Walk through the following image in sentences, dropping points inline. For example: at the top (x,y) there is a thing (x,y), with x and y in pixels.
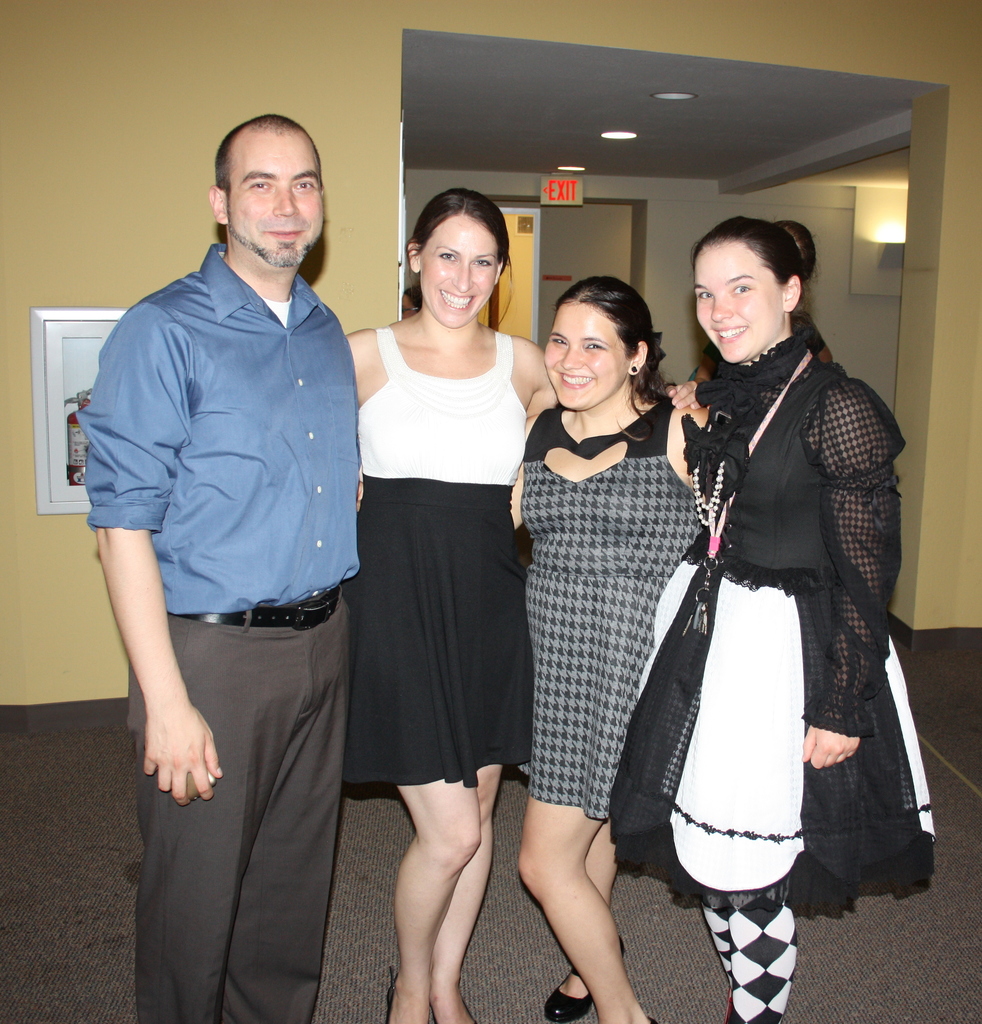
In this image there are four people (567,576) standing at front (269,325) and they were smiling. At the back side (69,317) there is a wall (145,200) with a fire extinguisher cabinet (89,316) attached to it. We can see exit board (545,198) and there are ceiling lights (572,170) at the top of the roof (719,84).
